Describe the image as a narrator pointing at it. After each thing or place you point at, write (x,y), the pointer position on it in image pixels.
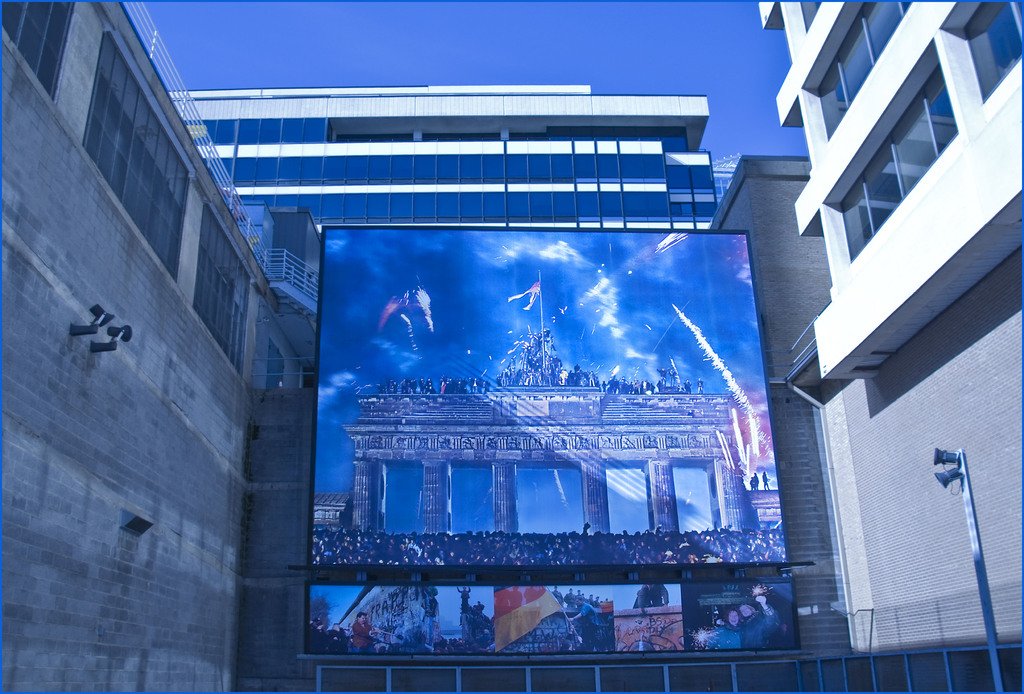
In this image, we can see a poster (577,362) in between buildings (82,438). There is a pole (971,526) in the bottom right of the image (976,511). There is a building (511,121) and sky (510,39) at the top of the image (402,143).
